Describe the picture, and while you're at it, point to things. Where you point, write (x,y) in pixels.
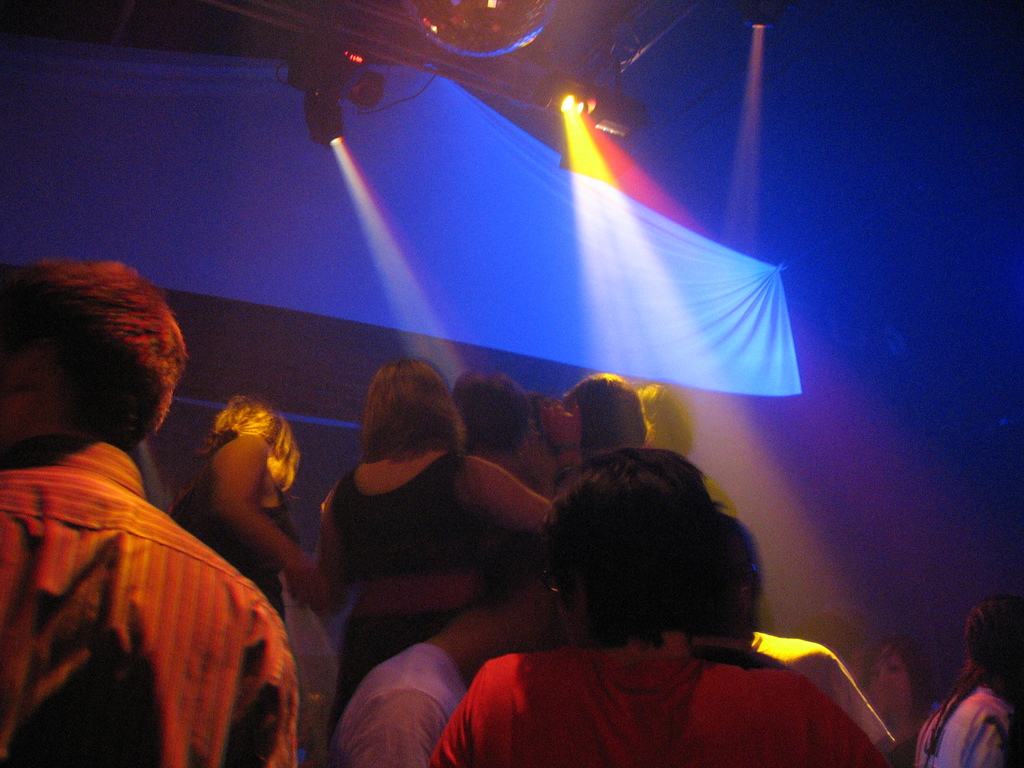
In this image I can see few people (666,557) wearing different color dresses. Top I can see few lights (325,69) and white color cloth (636,245).
